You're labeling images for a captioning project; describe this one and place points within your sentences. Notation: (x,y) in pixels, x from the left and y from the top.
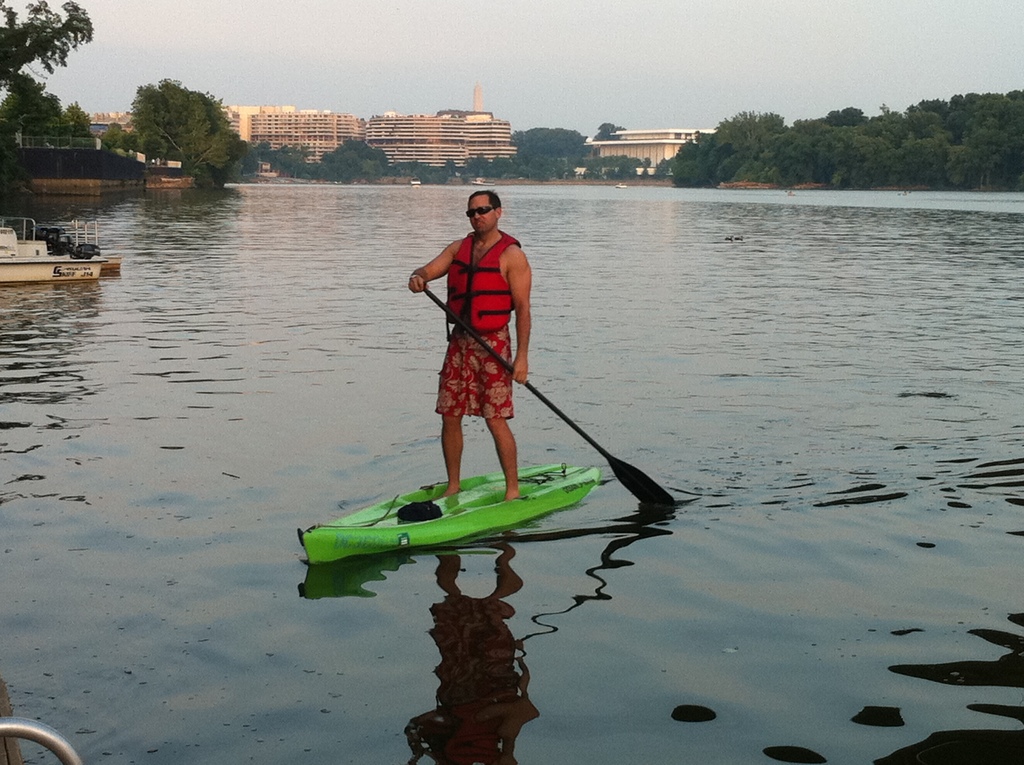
In this image we can see many trees (943,140) and building (462,126). There is a lake (158,497) in the image. A man (494,402) is rowing a watercraft (479,487) in the image. There are few water crafts (18,274) in the image. There is a sky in the image.
